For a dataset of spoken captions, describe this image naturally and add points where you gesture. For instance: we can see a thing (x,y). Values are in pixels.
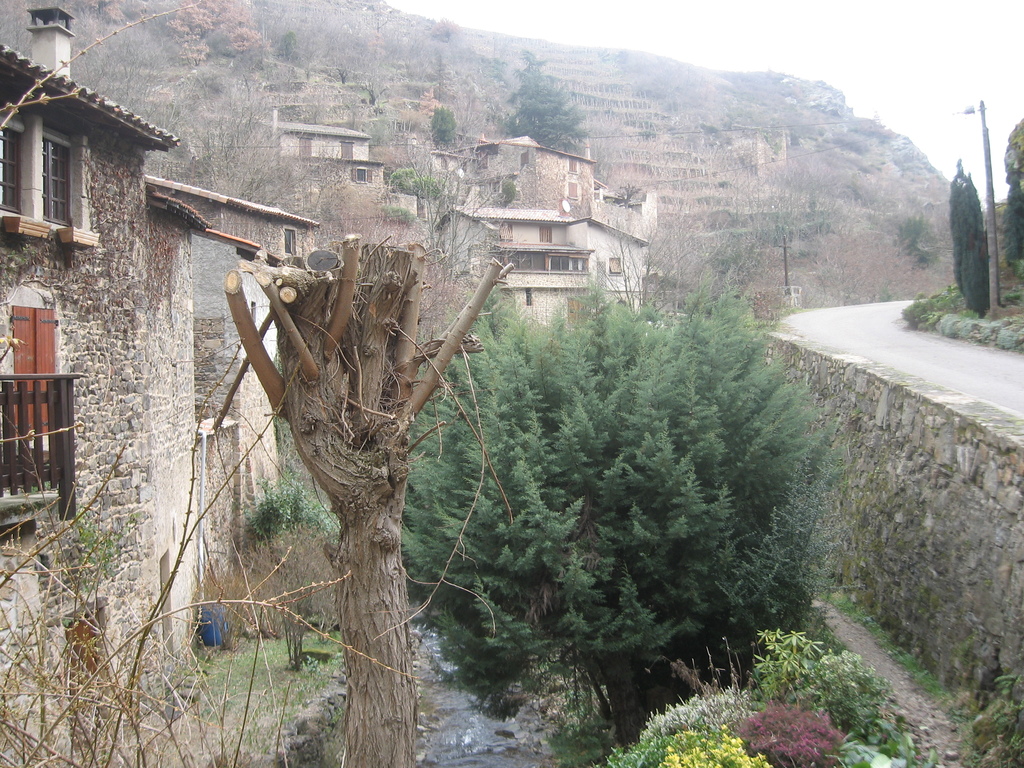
In this image I can see the plants (689,597) and some yellow, white and pink color flowers (674,712) to it. To the left (193,362) I can see the buildings (110,299) and windows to it. In the back (353,123) I can see the mountains (638,119) and the white sky (854,79). To the right (858,350) there is a road (958,373) and I can see the pole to the side.
